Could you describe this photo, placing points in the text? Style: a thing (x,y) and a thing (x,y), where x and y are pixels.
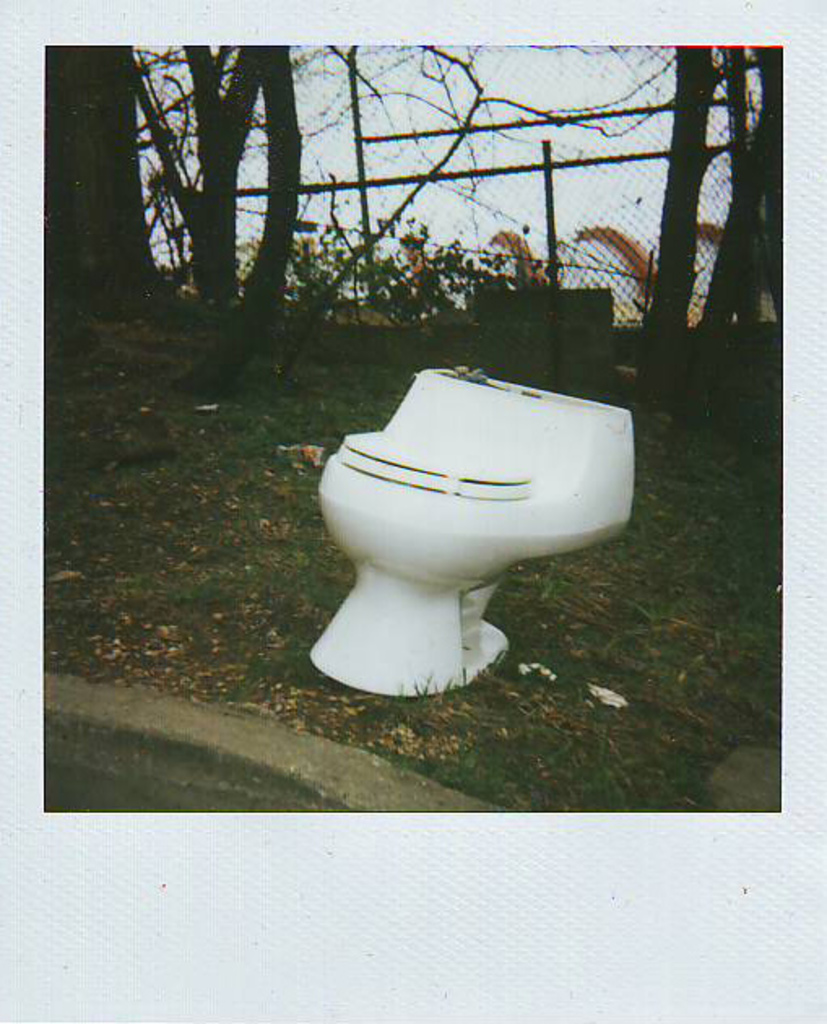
In this image we can see one white color object (582,410) on the surface (108,603), one stone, some leaves (331,707) on the surface (314,594), one fence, some objects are on the surface (169,584), some trees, bushes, plants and grass (123,459) on the surface (172,569).
